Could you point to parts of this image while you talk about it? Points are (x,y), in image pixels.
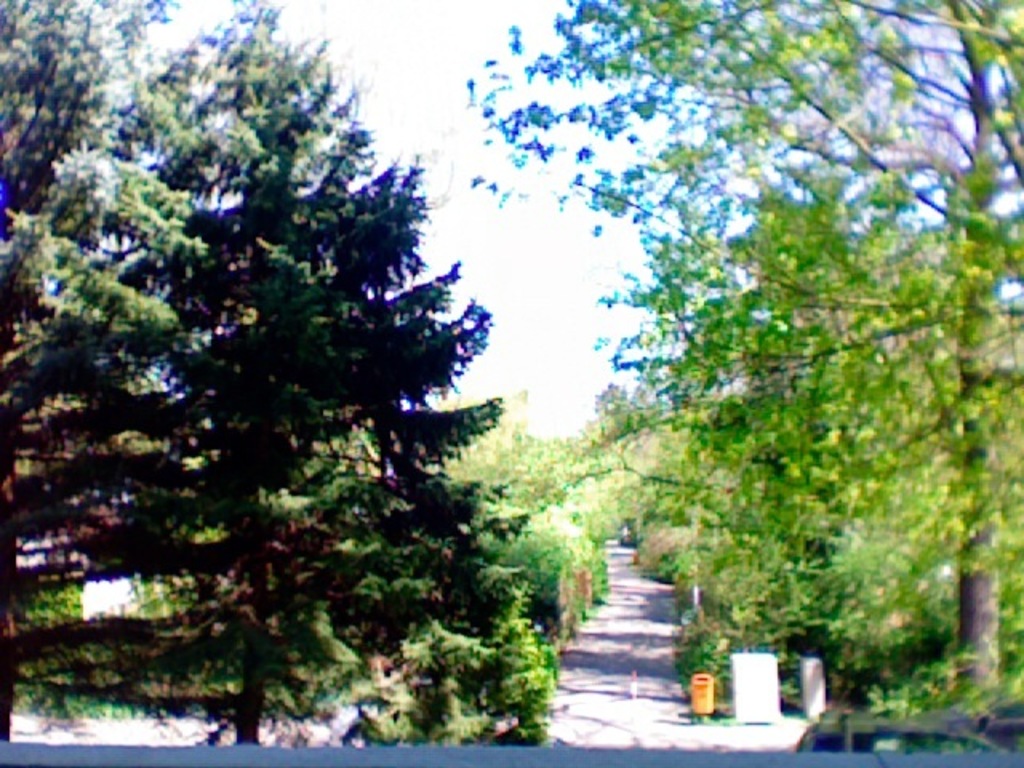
There is a road (600,709). On the side of the road (683,693) there is a yellow color bin (700,691). On the sides there are trees (700,496). In the background (419,95) there is sky (497,197).
